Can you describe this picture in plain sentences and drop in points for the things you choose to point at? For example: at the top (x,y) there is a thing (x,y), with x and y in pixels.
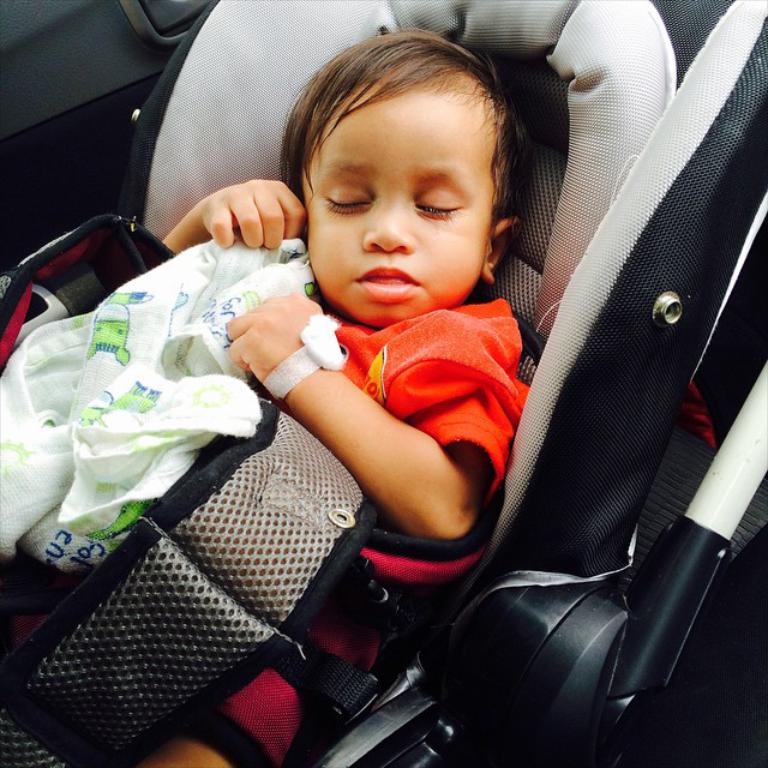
In this image we can see a kid (400,367) wearing orange color dress (440,385) sleeping in a chair (308,432) holding a cloth (188,383) in her hands (244,324).
